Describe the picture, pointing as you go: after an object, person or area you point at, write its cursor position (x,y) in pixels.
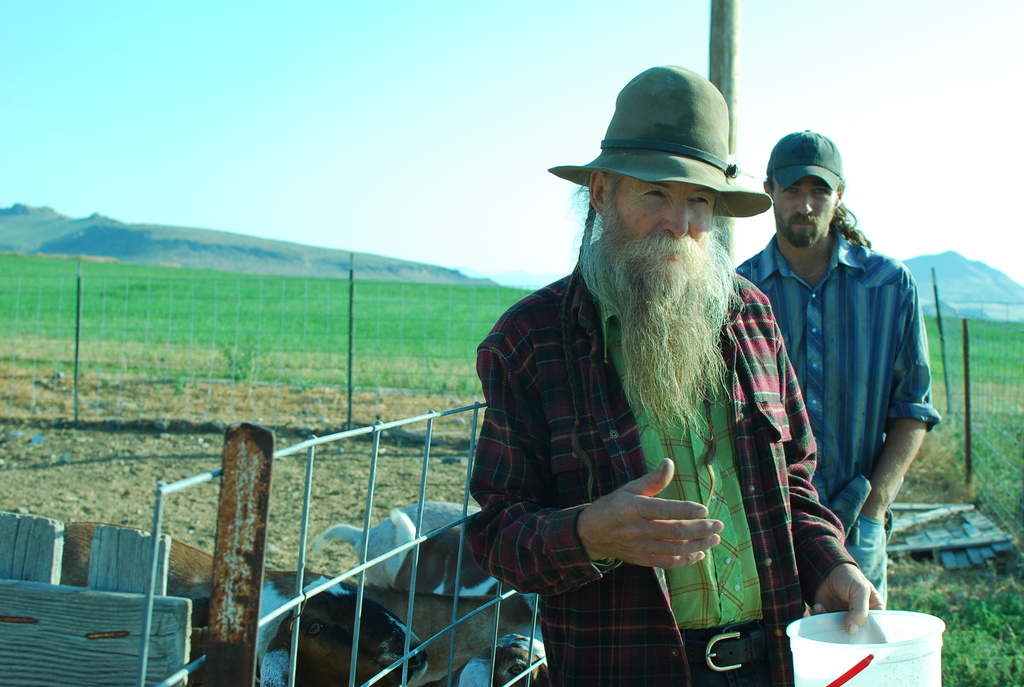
In this image in the foreground (701,288) there are two men (731,210) who are standing and one person (677,503) is holding a bucket (860,629), and at the bottom (290,648) there are some goats (435,555) and fence (376,560). In the background (323,346) there is a fence (379,283) grass (379,283) and some mountains (405,271), on the top of the image (415,62) there is sky (927,102).
